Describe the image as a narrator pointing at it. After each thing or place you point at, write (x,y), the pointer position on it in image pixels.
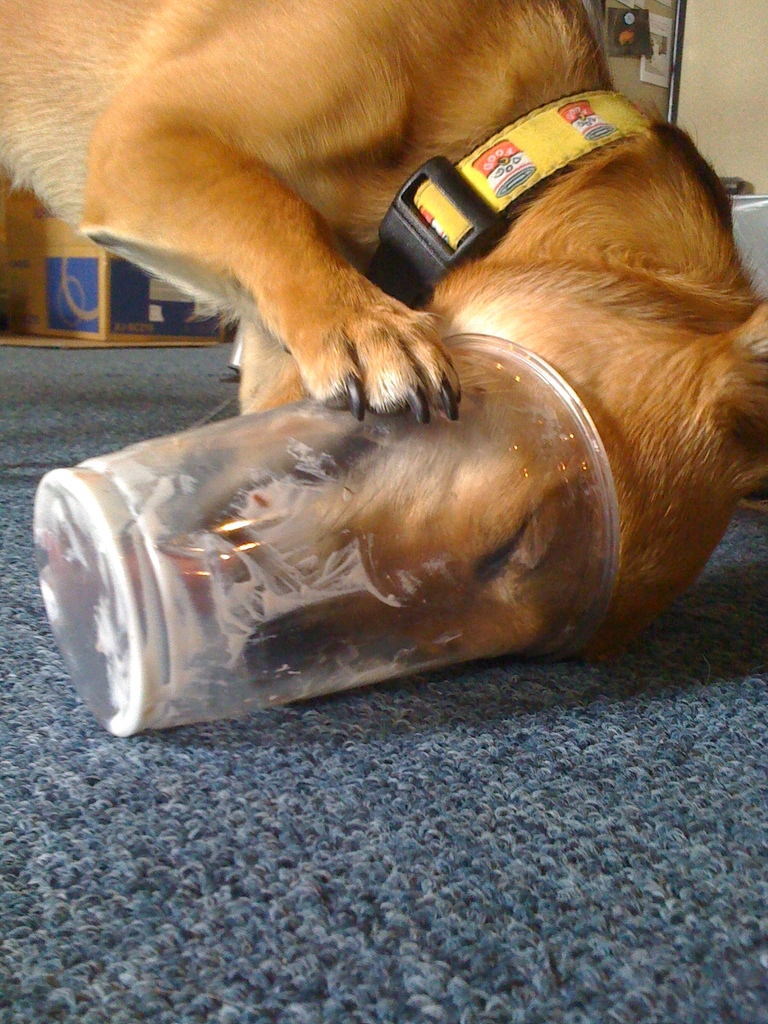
In this image we can see the dog (324,541) standing on the mat (357,784) and we can see the dog face (412,486) in the object (252,532). And we can see boxes (152,285) and few objects (680,60) in the background (680,48).
